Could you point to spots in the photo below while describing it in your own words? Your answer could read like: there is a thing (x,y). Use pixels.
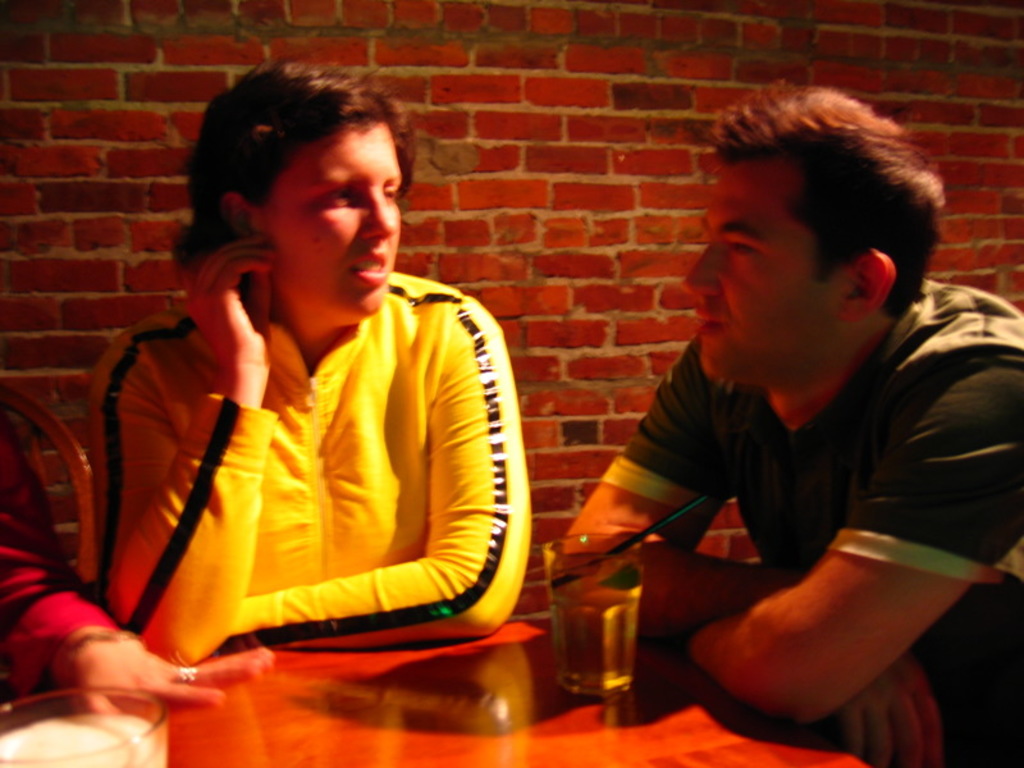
In this picture we can see some people (936,658) are sitting, in-front of them we can see a table (344,735). On the table (308,735) we can see the glasses (131,719). In the background of the image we can see the brick wall (865,23).
